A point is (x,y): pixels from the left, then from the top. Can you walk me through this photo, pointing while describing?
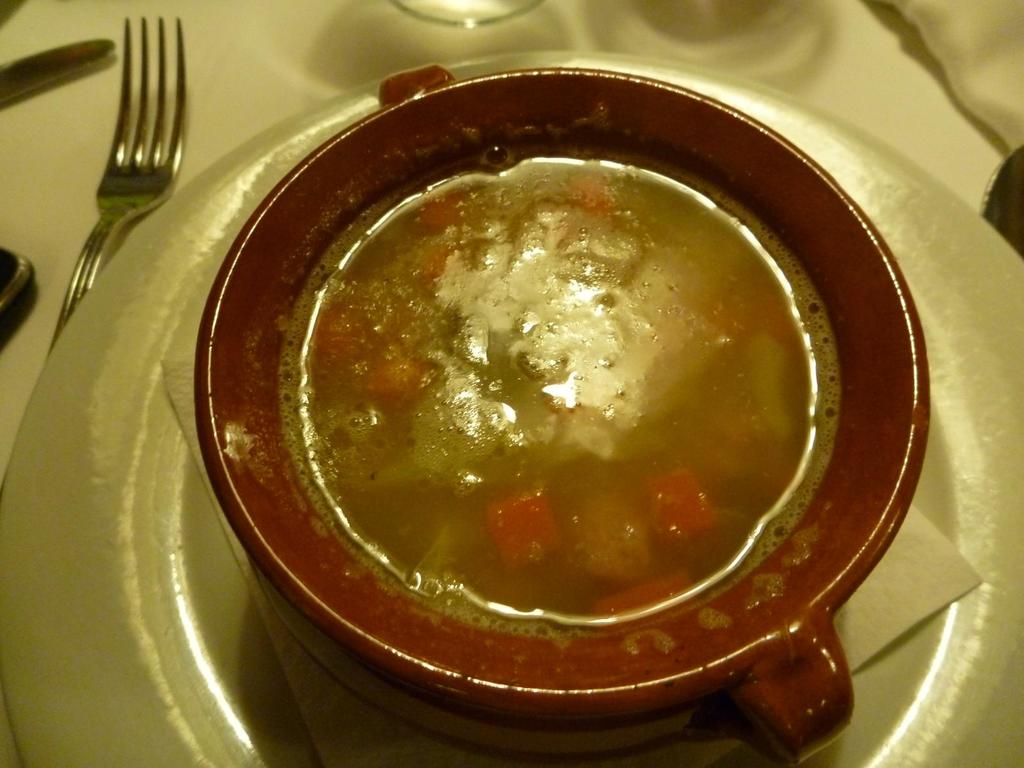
Here we can see a plate (226,752), tissue paper (900,570), cup (546,640), fork (96,248), and food (663,405) on a platform (834,72).
